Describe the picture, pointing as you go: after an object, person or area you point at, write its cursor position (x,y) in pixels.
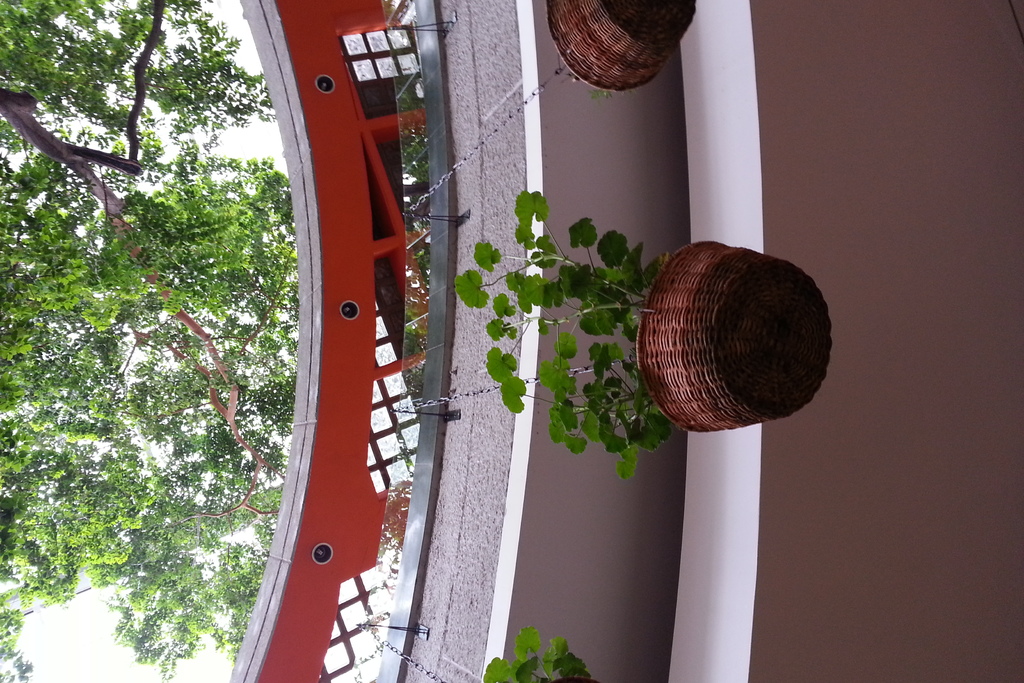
In the image there are plants (565,657) in basket (575,31) hanging to wall (508,80), this seems to be building (408,209) and on left side (151,238) there is a tree (133,326), this is an inverted image.
